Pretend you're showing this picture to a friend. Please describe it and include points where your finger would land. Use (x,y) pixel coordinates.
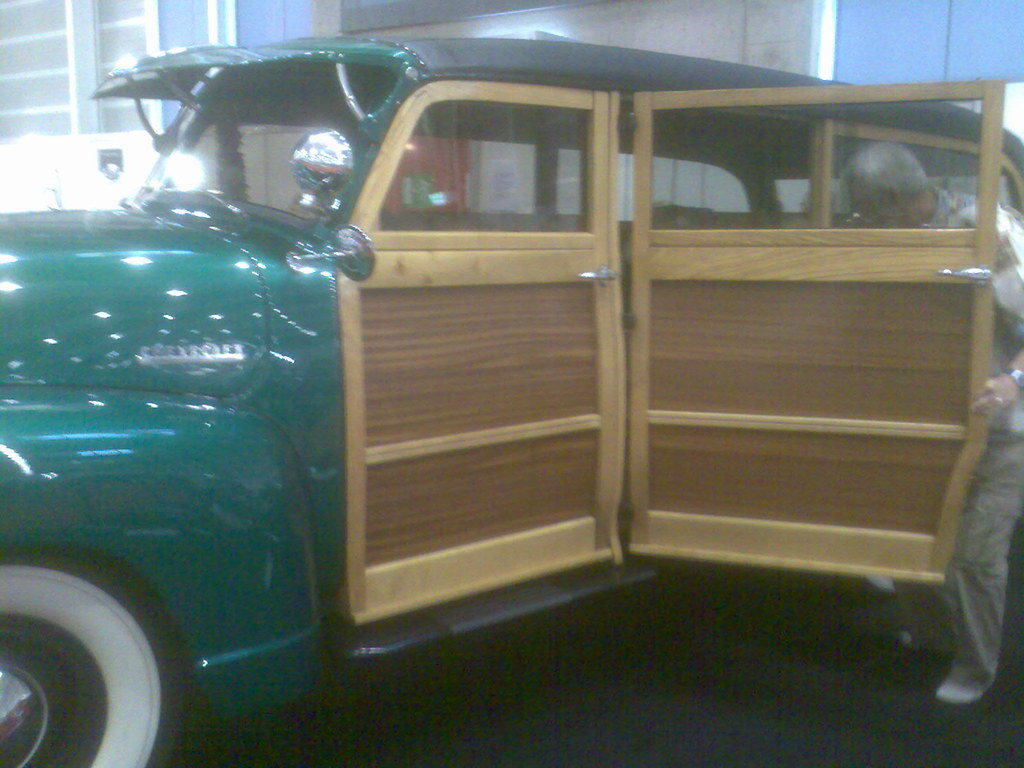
In this image we can see a vehicle (757,448) parked on the ground (509,711). To the right side of the image (975,487) we can see a person (911,198) holding a door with his hand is standing on the ground (928,684). In the background (91,85), we can see the building (190,29) with window (125,36), some lights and a television (378,13) on the wall (497,22).
